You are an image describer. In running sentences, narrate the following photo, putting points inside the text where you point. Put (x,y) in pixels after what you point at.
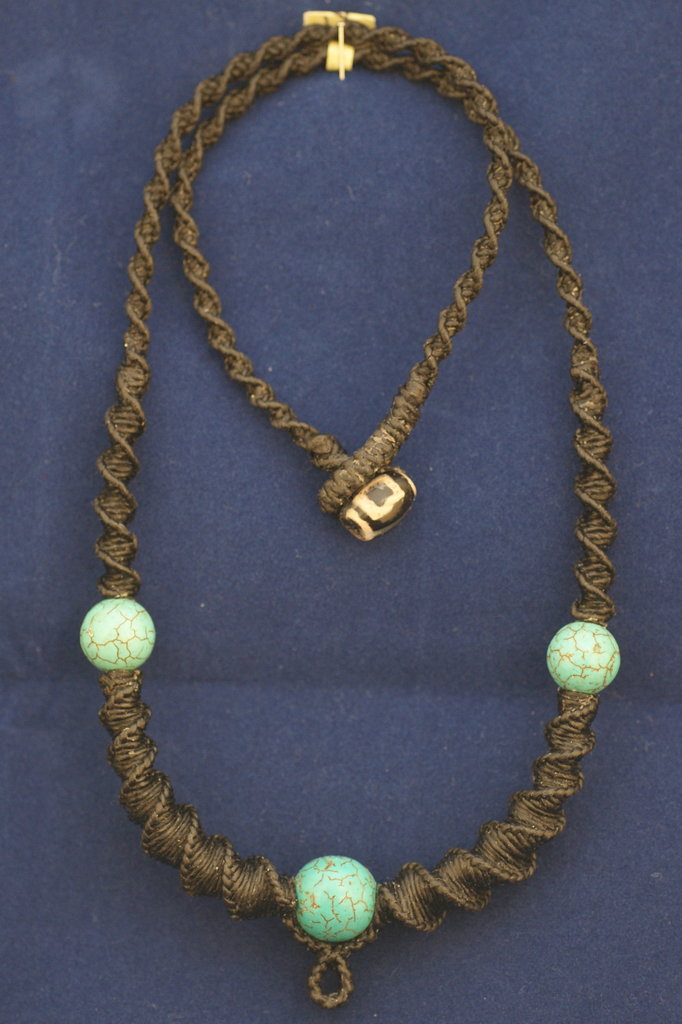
In this image there is a chain (460,65) on the blue color cloth (311,583).
